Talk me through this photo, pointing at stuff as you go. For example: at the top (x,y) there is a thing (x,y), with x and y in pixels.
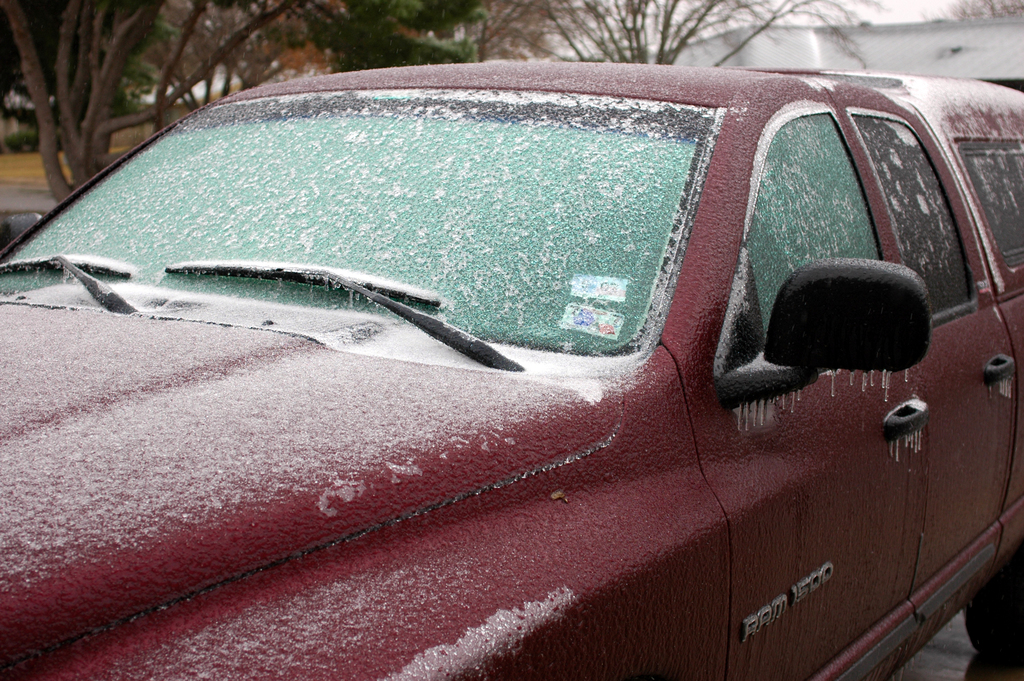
In the picture I can see a red color car (692,439) which has the snow (299,597). In the background (392,11) I can see trees (456,27) and some other objects (936,68).
